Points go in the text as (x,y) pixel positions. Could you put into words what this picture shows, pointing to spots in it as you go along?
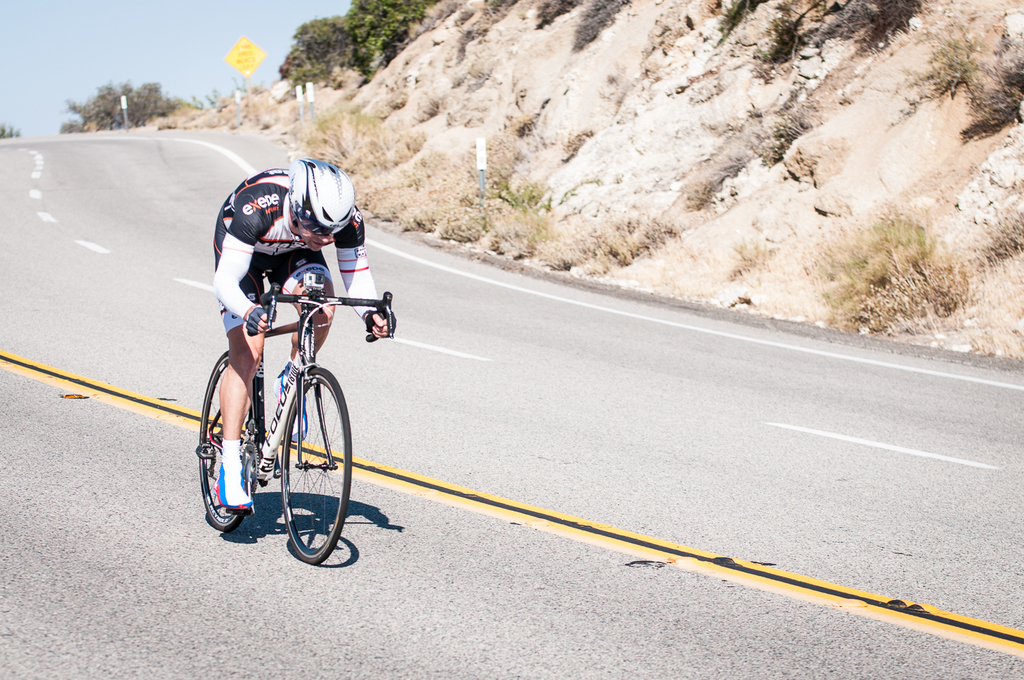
In this picture I can see a person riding a bicycle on the road (538,415), there are trees (92,117), board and there is the sky (99,66).
